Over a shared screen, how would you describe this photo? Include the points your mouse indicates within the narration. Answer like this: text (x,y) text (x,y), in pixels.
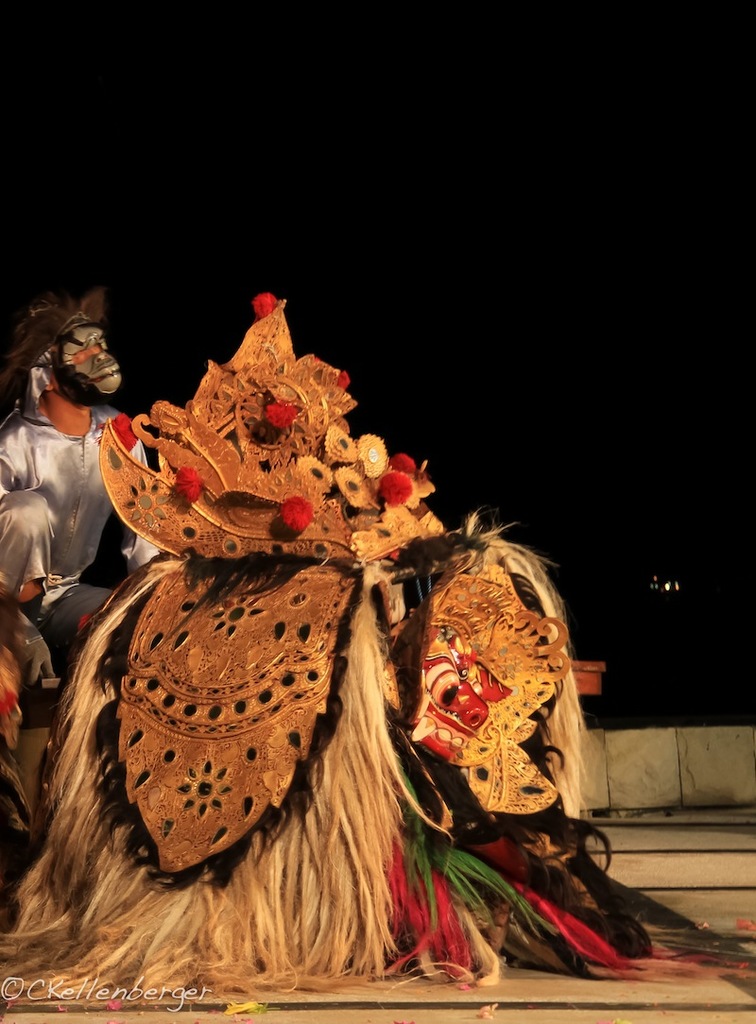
In the picture we can see some costume (230,928) behind it, we can see some person (32,534) is wearing a white shining shirt (69,521) and in the background (146,330) we can see a dark.
